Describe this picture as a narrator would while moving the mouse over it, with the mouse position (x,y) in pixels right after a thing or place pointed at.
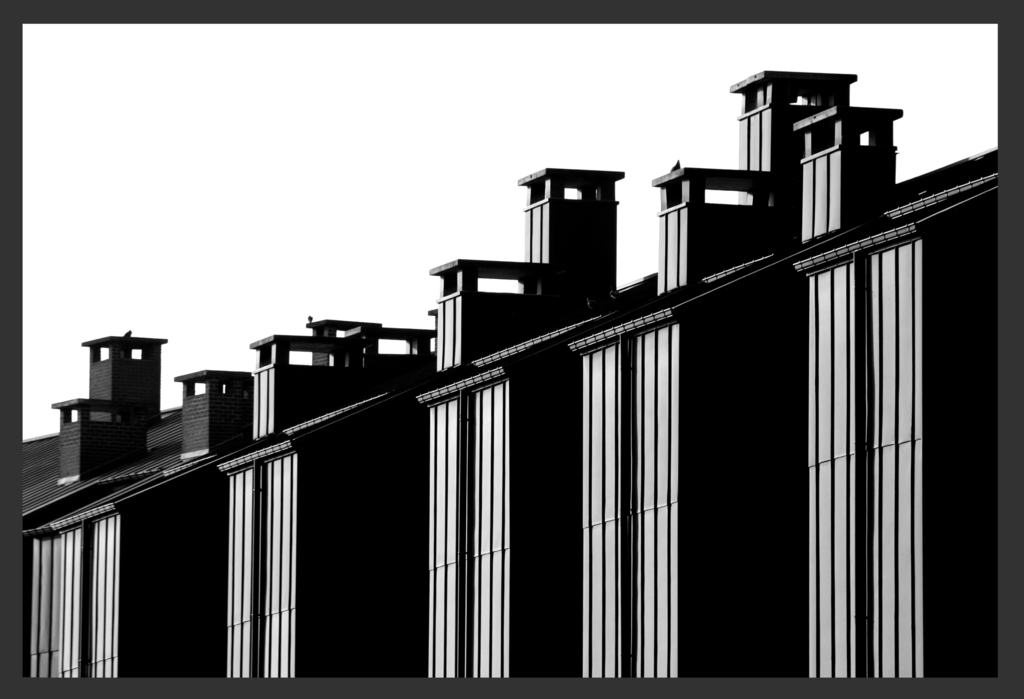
This is a photo of buildings (531,490).
